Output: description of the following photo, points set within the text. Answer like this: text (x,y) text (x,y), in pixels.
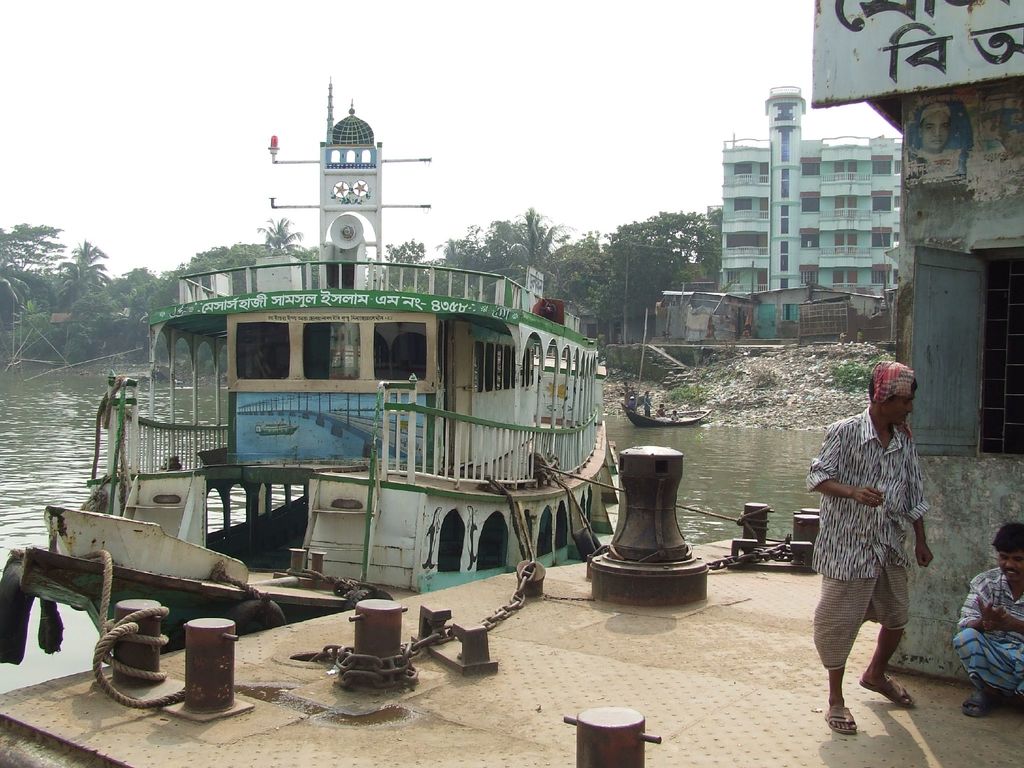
In this picture we can observe a steamer (309,459) on the water (61,410). There are two persons (836,583) on the right side (1013,645). We can observe a rope (119,622) tied to this pole (125,658). In the background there is a pole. We can observe some trees (99,309) and a sky (235,129).
